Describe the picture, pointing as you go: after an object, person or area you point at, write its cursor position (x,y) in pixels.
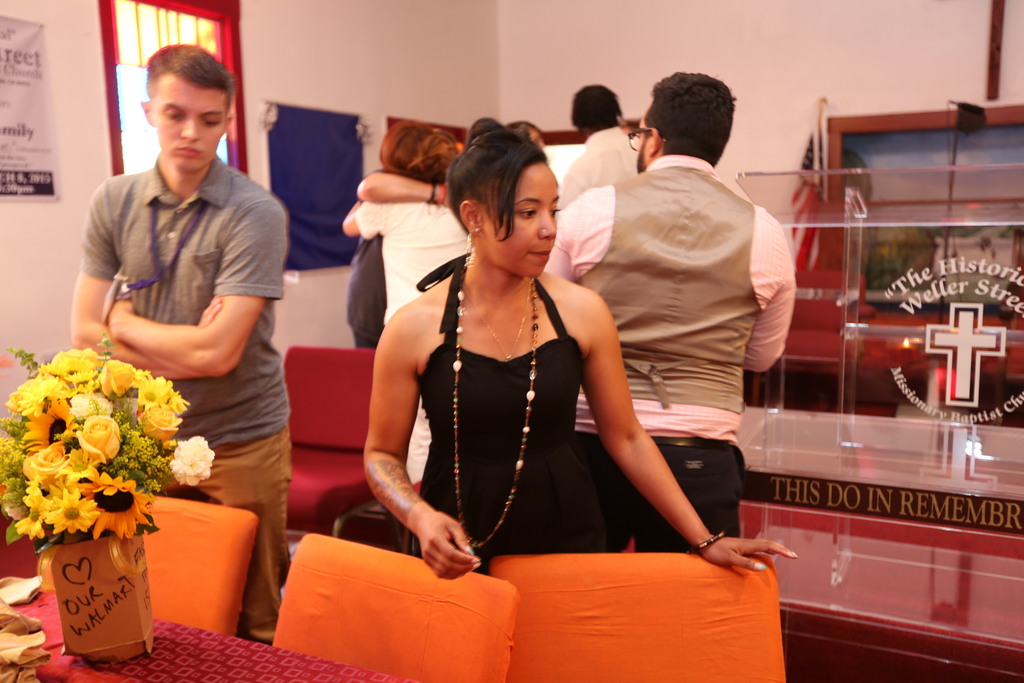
This picture is clicked inside the room (255,642). In the foreground (105,648) there is a flower vase (80,529) placed on the top of the table (263,671) and we can see an orange color chairs (411,602) and there is a woman (513,248) wearing black color dress (518,378) and standing on the ground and we can see the group of people (394,227) standing on the ground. On a right there is a glass object (845,584) placed on the ground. In the background (297,458) we can see the chairs (331,356), wallboard (327,137), window (172,32) and a poster (44,65) hanging on the wall (53,204) and there is a text (17,56) written on the poster (40,134).
